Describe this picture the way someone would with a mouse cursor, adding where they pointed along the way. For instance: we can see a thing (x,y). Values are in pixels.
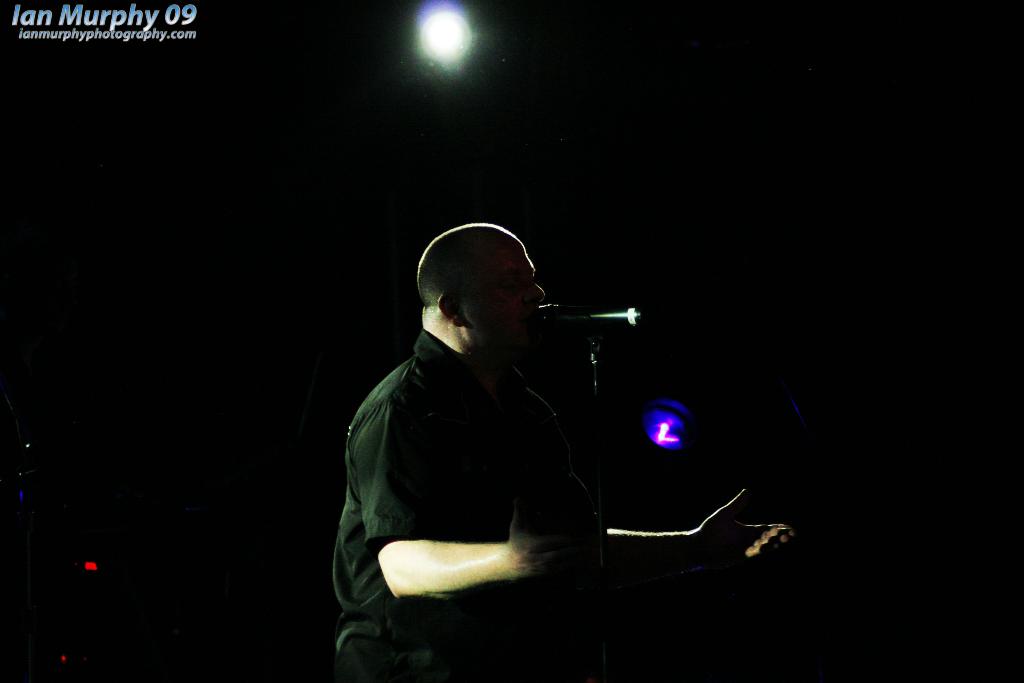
It is a dark photography and in the image there is a person (501,523) singing some song there is a mic (563,320) in front of him and in the background (441,26) there is white light (460,37).
